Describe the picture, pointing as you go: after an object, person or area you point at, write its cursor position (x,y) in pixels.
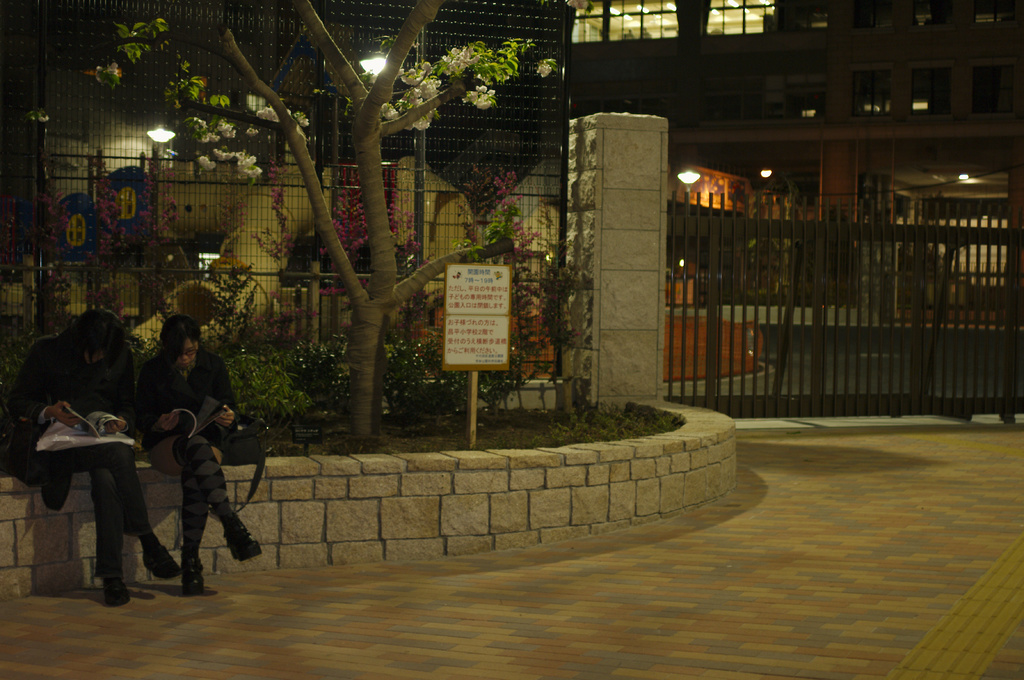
There are two people (98,477) sitting and holding the books (204,419). This is a board (455,304), which is attached to a small pole (471,433). These are the bushes (457,401) and a tree (296,131) with the flowers (390,113). I can see an iron gate (744,293). This is a building (720,50) with the windows (597,20) and lights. I think there is a fence (511,140). This looks like a pathway (869,538).
